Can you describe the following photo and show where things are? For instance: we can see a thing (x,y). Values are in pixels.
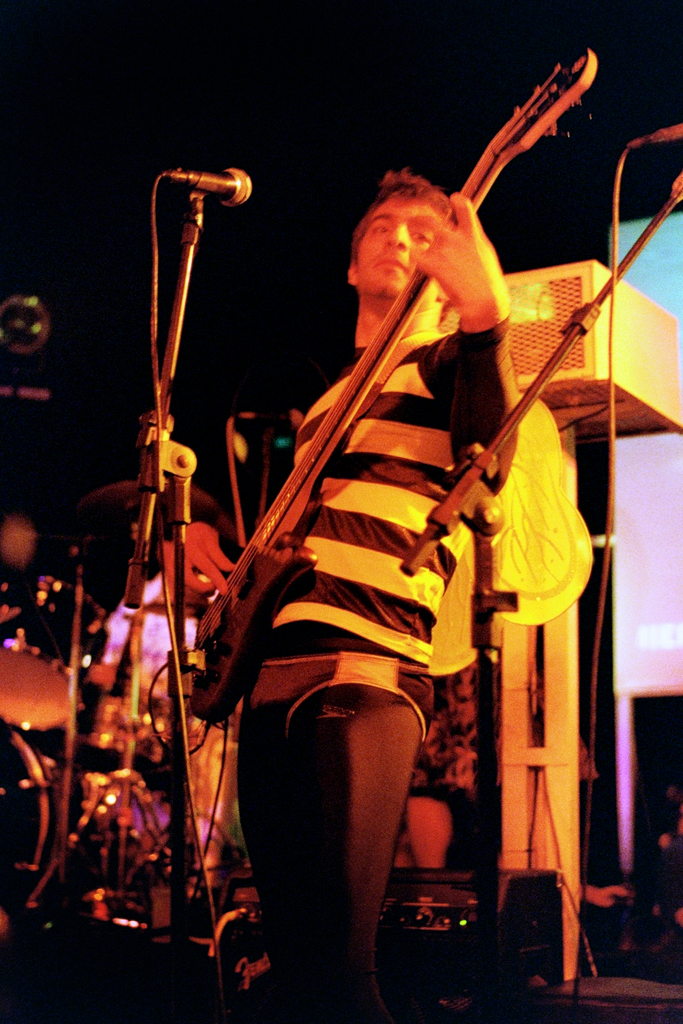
Here we can see a man (339,697) standing and holding a guitar (378,358) in his hands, and in front (188,267) here is the microphone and here is the stand (171,680).
